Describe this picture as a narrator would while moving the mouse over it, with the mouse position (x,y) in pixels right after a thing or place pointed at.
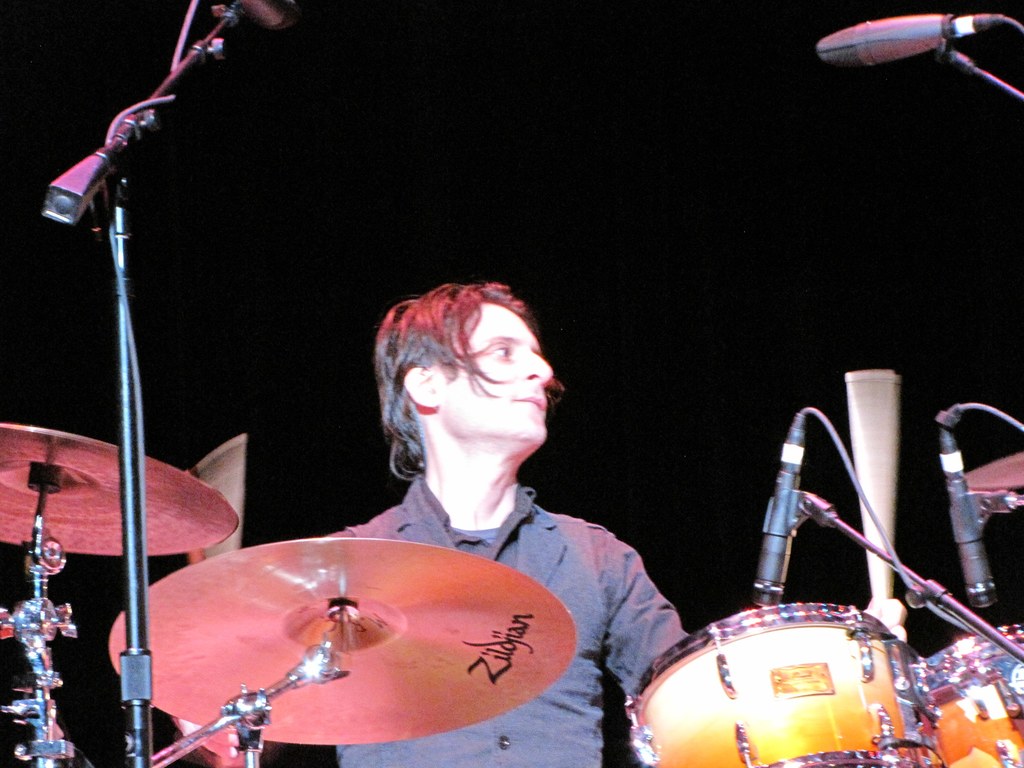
In this image I can see the person (543,560) with the grey color dress (466,535). In-front of the person (470,523) I can see the musical instruments (646,720) and the mics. I can see the black background (511,243).
